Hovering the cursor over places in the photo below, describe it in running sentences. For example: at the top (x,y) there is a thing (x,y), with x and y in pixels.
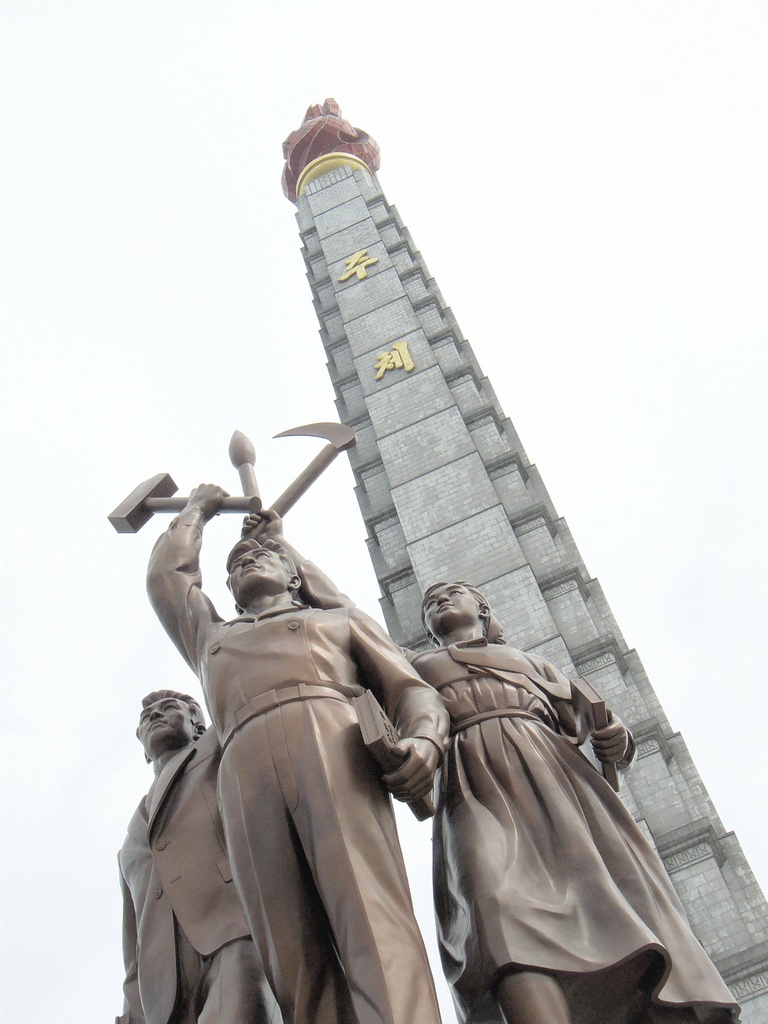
In this image there is a sculpture (294,771) of three people (303,759) standing together and holding tools (260,501), behind them there is a tower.
